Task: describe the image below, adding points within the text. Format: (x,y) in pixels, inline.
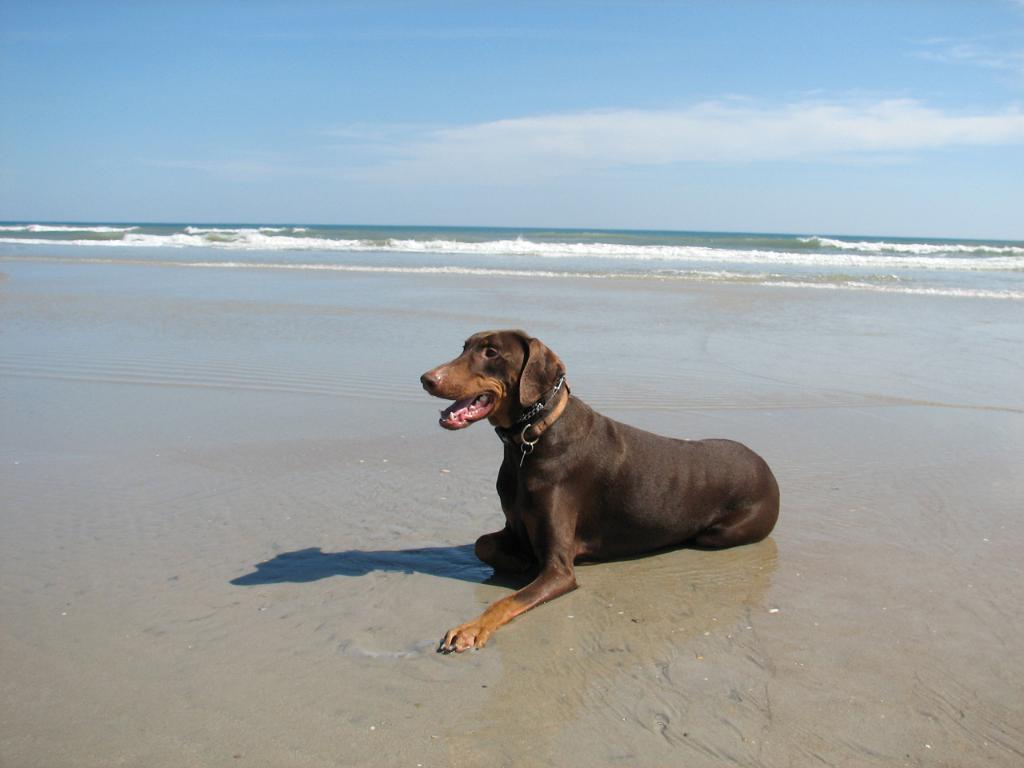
In this image at front (525,609) there is a dog (576,532). At the back side (769,239) there is an ocean (790,274) and at the top (755,87) there is sky (697,87).
